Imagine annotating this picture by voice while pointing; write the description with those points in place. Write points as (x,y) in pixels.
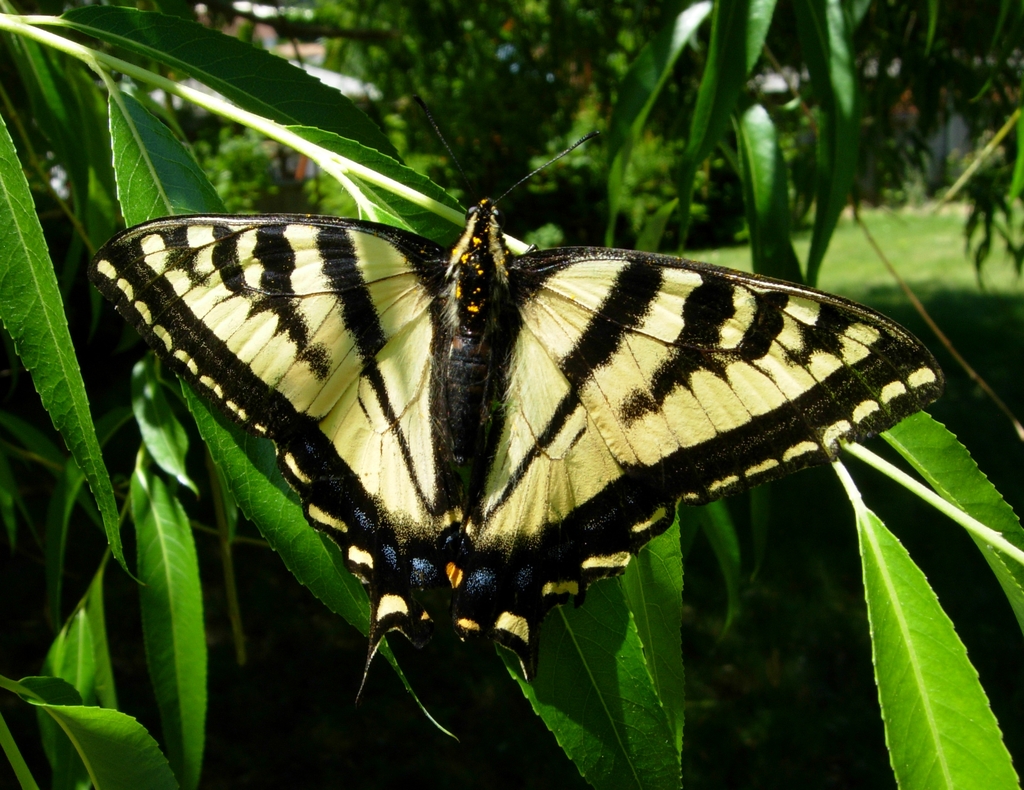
We can see the butterfly (404,369) on leaf (626,637). Background (937,224) we can see trees (711,102) and grass (884,224).
